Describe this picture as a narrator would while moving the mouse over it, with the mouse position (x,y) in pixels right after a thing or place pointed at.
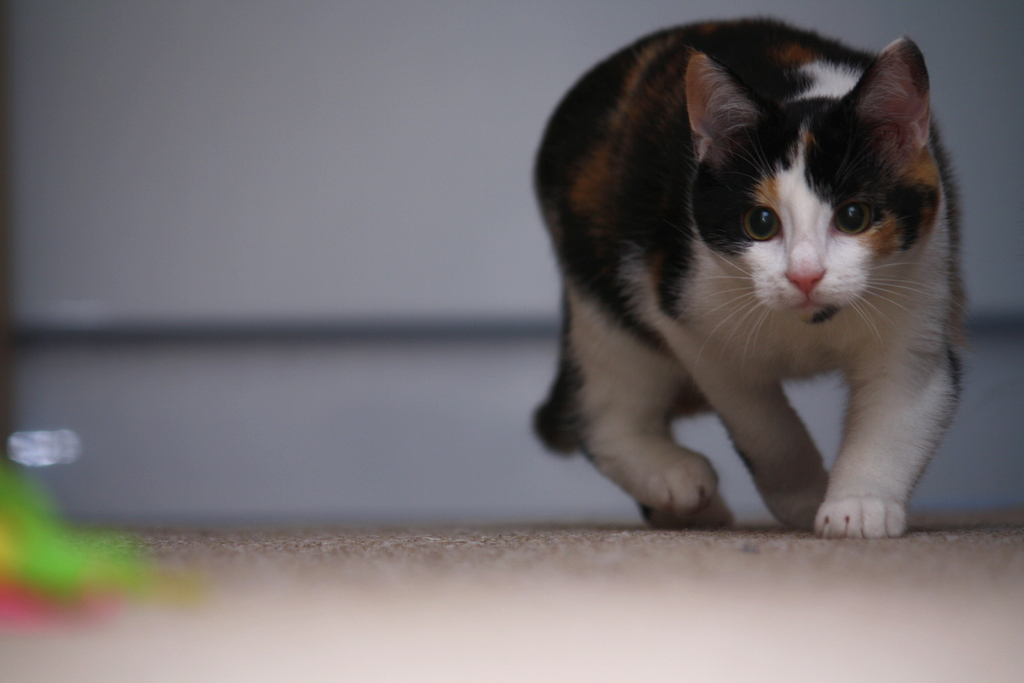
In this picture there is a cat (640,386) walking on the ground (445,555). In the background of the image (242,445) it is blurry.
